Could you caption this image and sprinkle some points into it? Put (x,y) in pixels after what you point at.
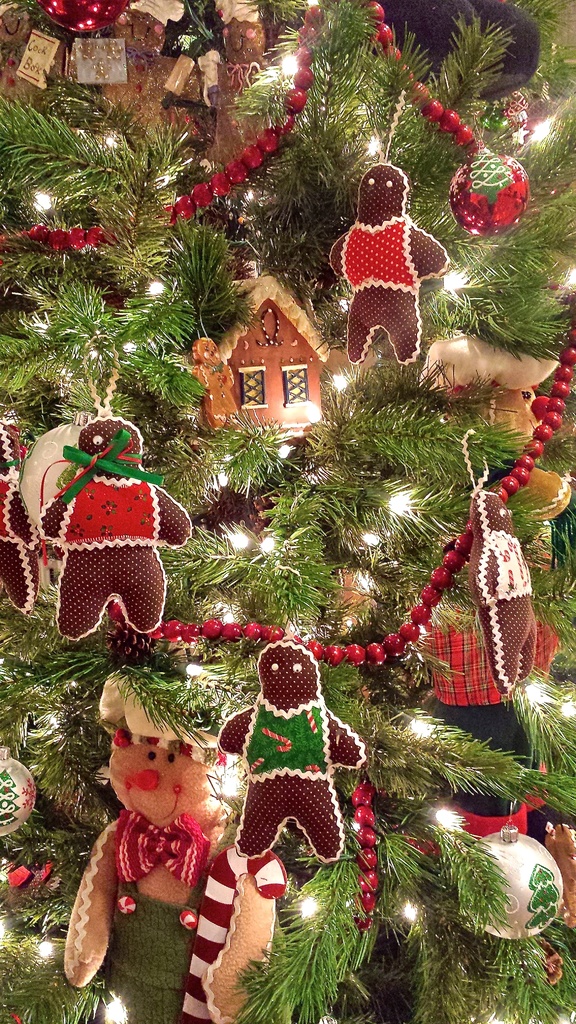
In the image, we can see a christmas tree (244,517) with toys (67,521), lights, balls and a toy house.
